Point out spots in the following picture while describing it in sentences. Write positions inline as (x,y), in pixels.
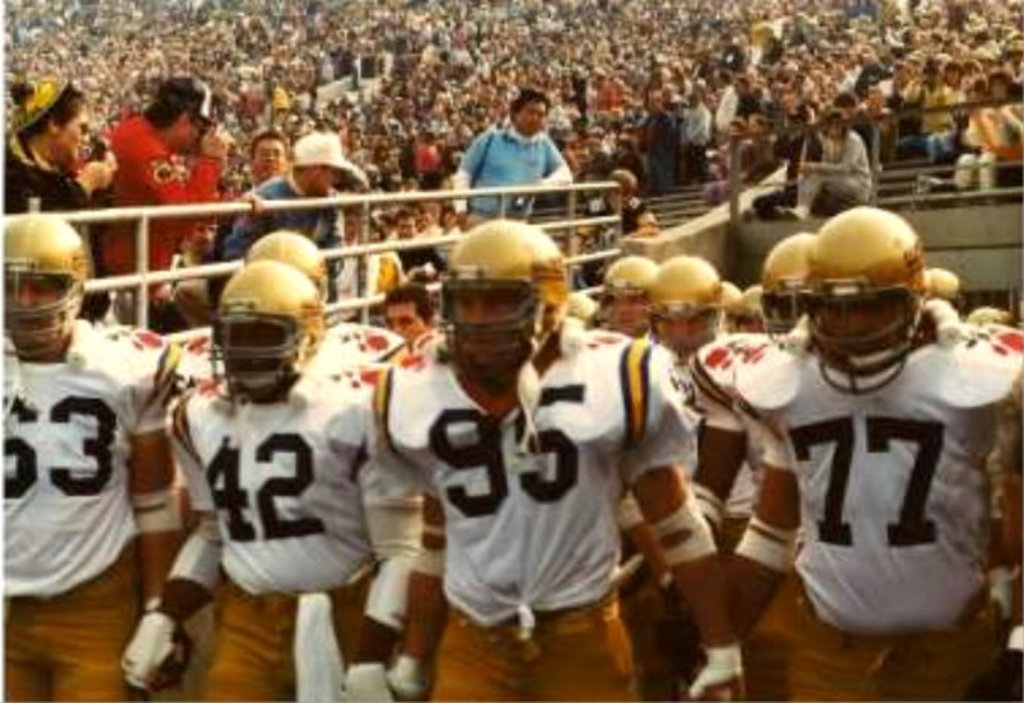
In this image we can see a team (495,436) is holding their hands (156,612), they are wearing white t-shirt (350,458) and yellow color helmet (294,342). Behind them so many people (582,132) are present.
